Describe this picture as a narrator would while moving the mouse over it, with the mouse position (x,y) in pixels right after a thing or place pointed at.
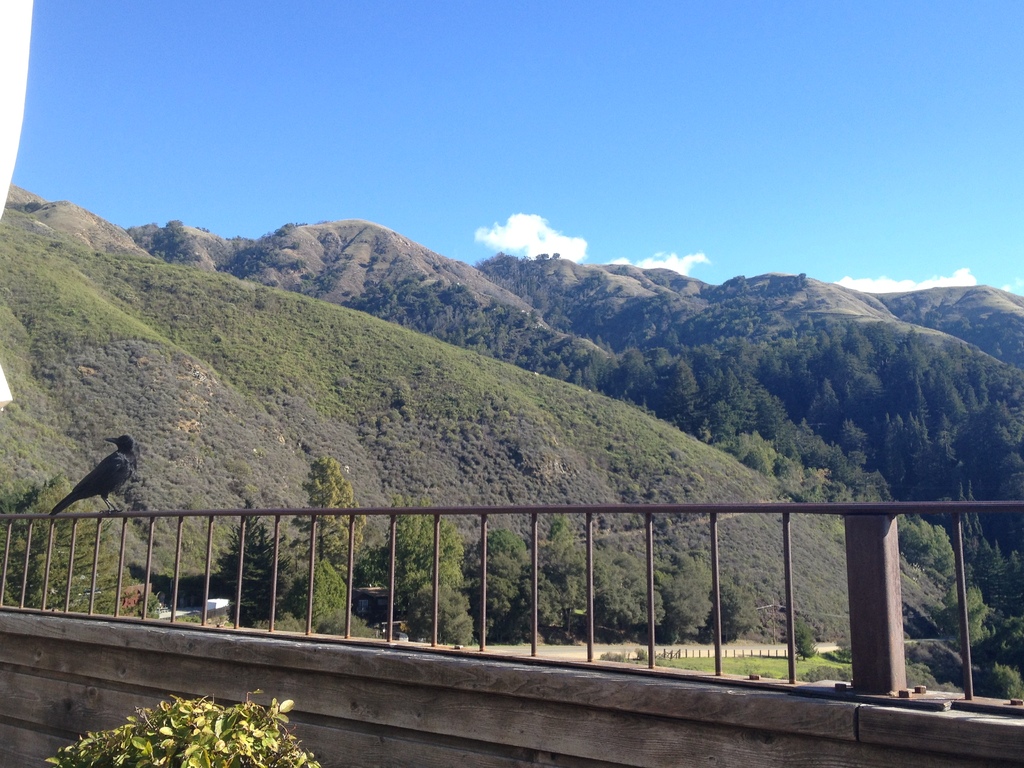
In this image we can see a bird (107,491) on the fence (189,550). And we can see the poles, wall (600,734) and grass (729,659). There are mountains (574,415), trees (695,376) and the sky (527,103) in the background (617,51).
